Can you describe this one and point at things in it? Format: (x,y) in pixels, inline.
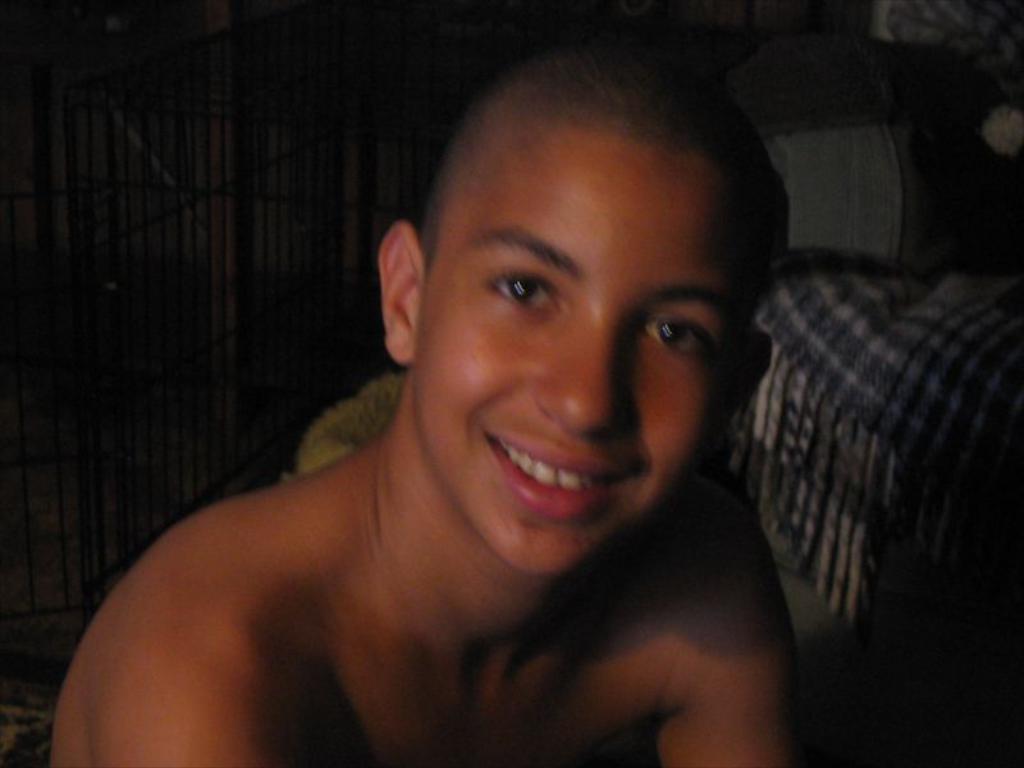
In this image we can see a person (604,509) smiling, there are some objects (883,397) and also we can see the fence (186,201).
